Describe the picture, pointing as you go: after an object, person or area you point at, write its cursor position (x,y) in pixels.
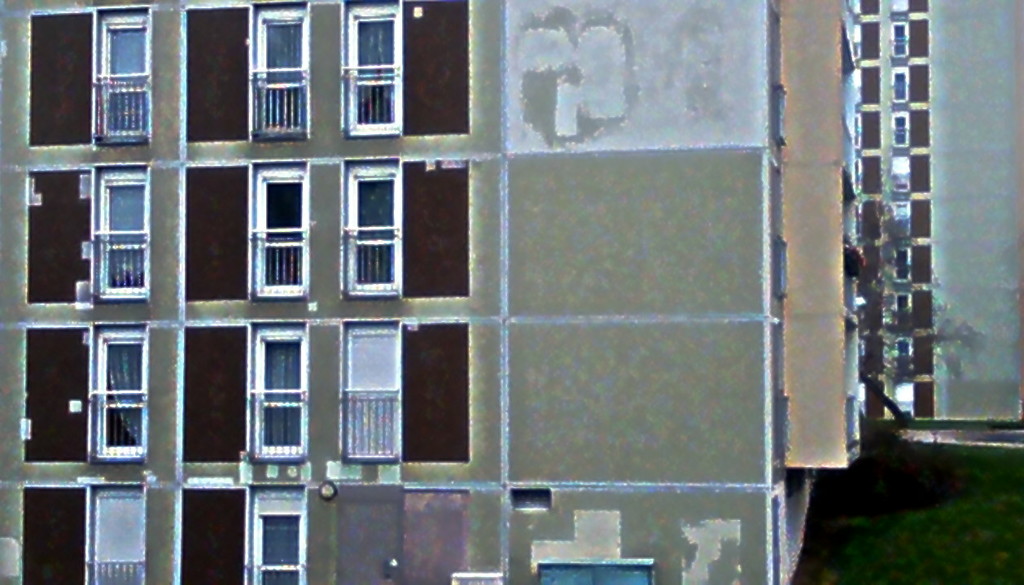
In this picture we can see the building (575,156). On the building (806,286) we can see the windows (351,195), fencing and door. At the bottom (563,574) there was a steel box (600,572) near to the wall (677,564). At the bottom right corner (1020,566) we can see green grass (961,521).
